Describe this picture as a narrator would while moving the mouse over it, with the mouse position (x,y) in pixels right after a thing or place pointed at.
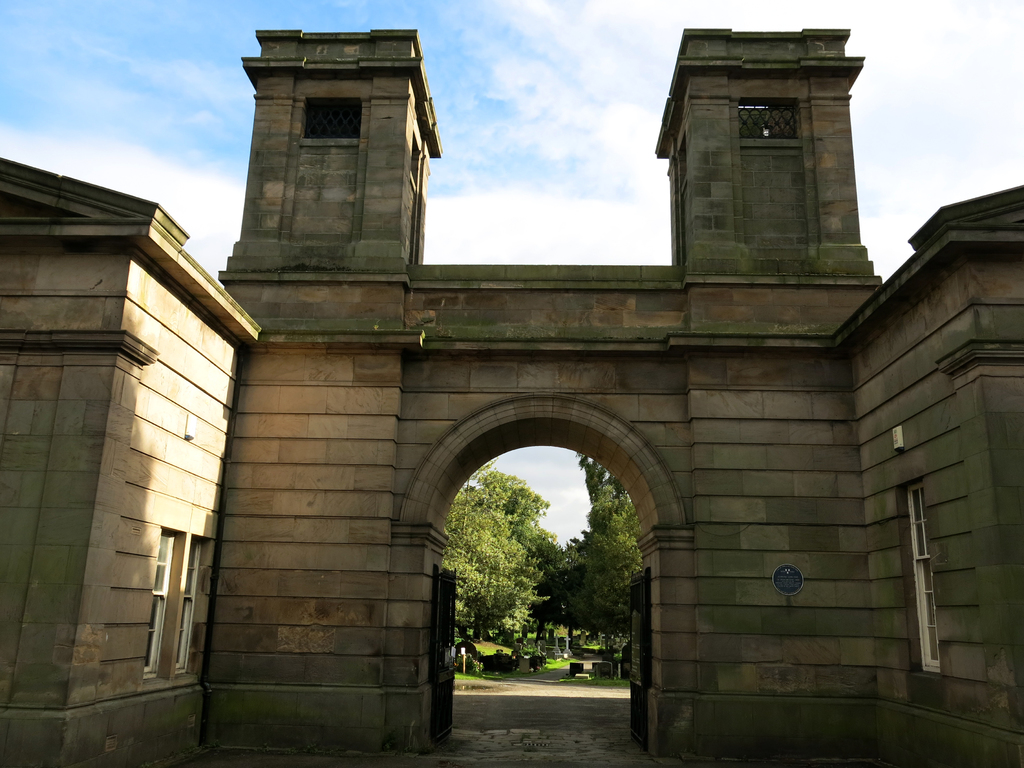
We can see wall (306,437) and windows (923,497). In the background (479,579) we can see trees (544,546), grass (516,674) and sky (467,143) with clouds (485,149).
